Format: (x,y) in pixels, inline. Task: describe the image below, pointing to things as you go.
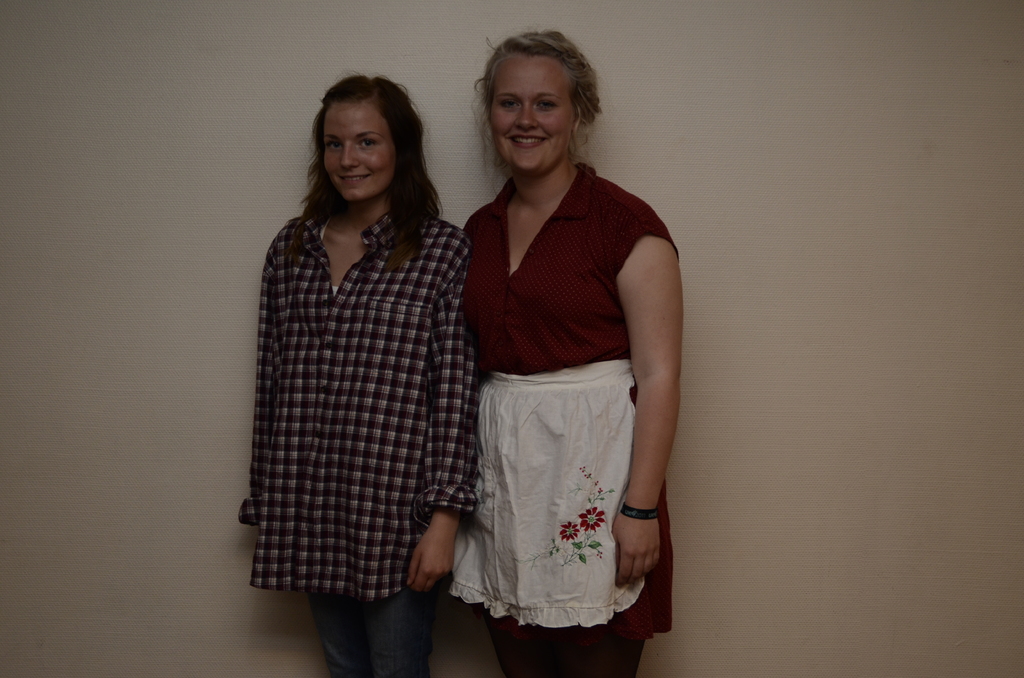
In this image we can see women (351,458) standing on the floor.
